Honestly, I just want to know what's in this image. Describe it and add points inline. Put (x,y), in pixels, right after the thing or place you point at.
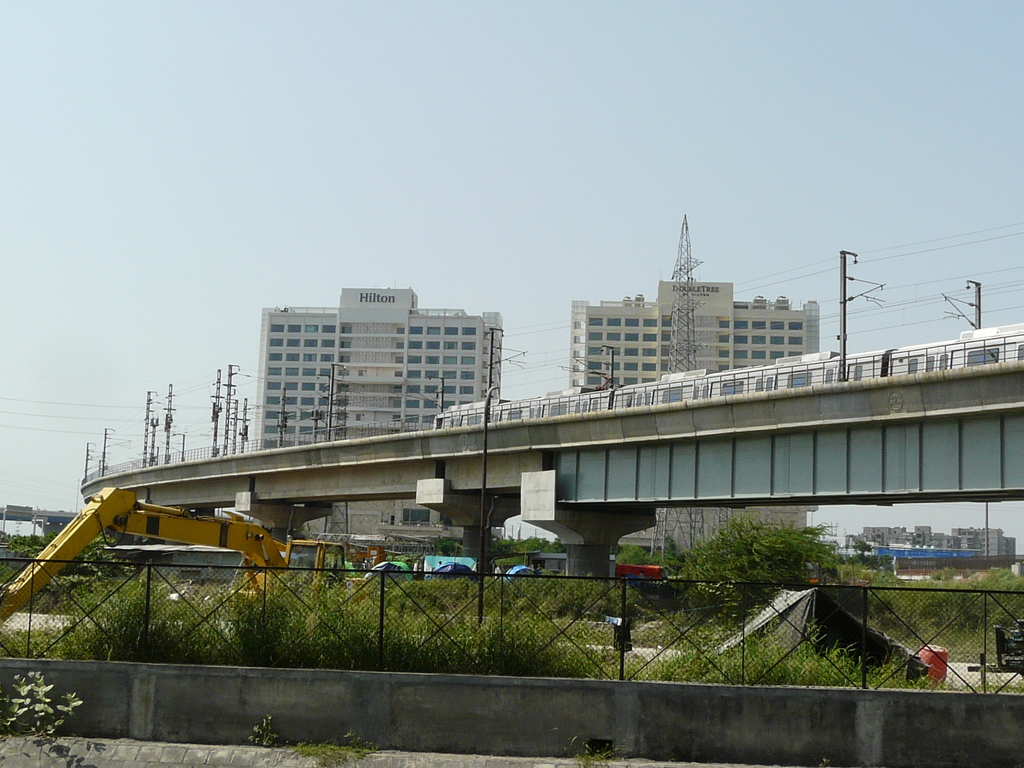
In this picture we can see building (578,351) with windows (780,328) and a railway track (452,437) for metro rail (628,407) with poles (173,395), and below this railway track (399,478) we have trees (577,583), fence (897,614), wall (402,683), crane (7,596) and above this building (428,393) we have sky (491,116) and in front of the building (702,306) there is a tower (676,328).
